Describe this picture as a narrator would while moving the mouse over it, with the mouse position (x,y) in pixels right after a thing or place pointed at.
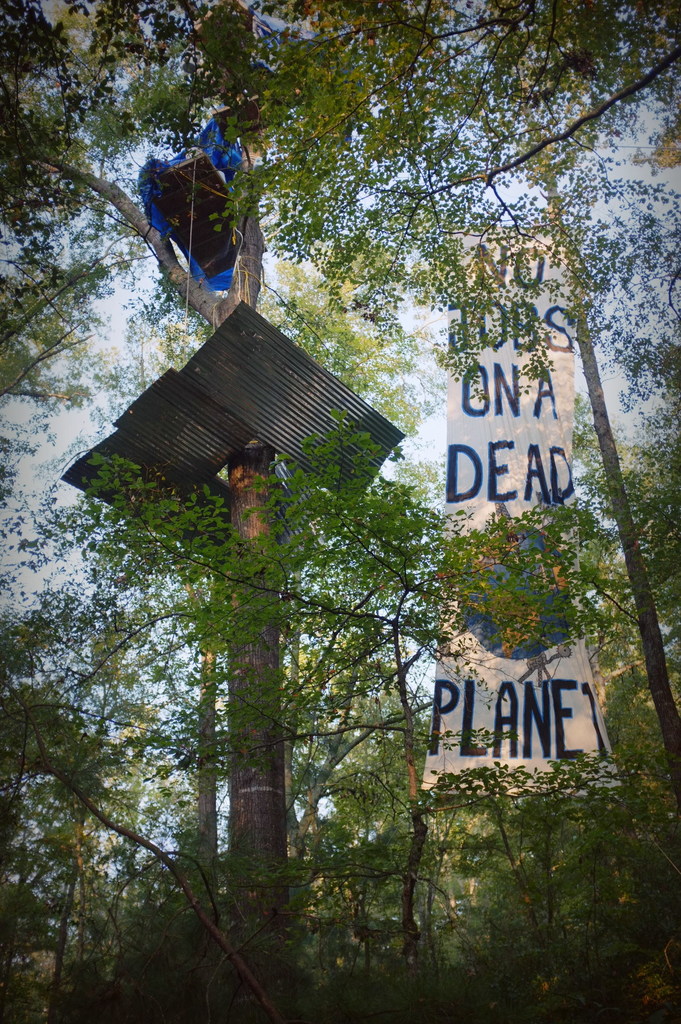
In this picture I can see at the bottom (127,789) there are trees (640,763), in the middle (442,677) there is a cloth (513,703) with text (463,450) on it, on the left side (213,452) there are iron sheets (225,449), at the top (113,332) there is the sky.
